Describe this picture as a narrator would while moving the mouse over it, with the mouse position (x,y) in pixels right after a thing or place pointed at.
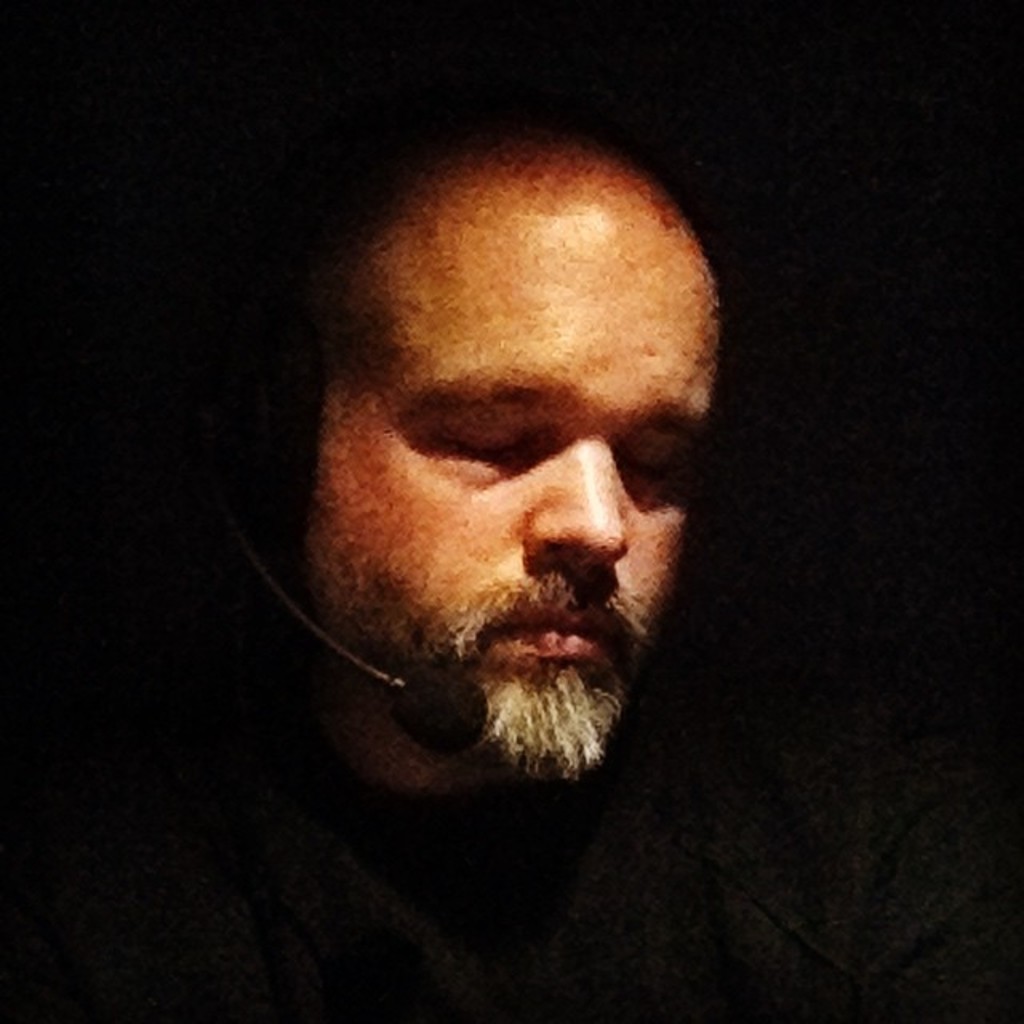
As we can see in the image there is a man (497,696) and mini mic (463,707).
